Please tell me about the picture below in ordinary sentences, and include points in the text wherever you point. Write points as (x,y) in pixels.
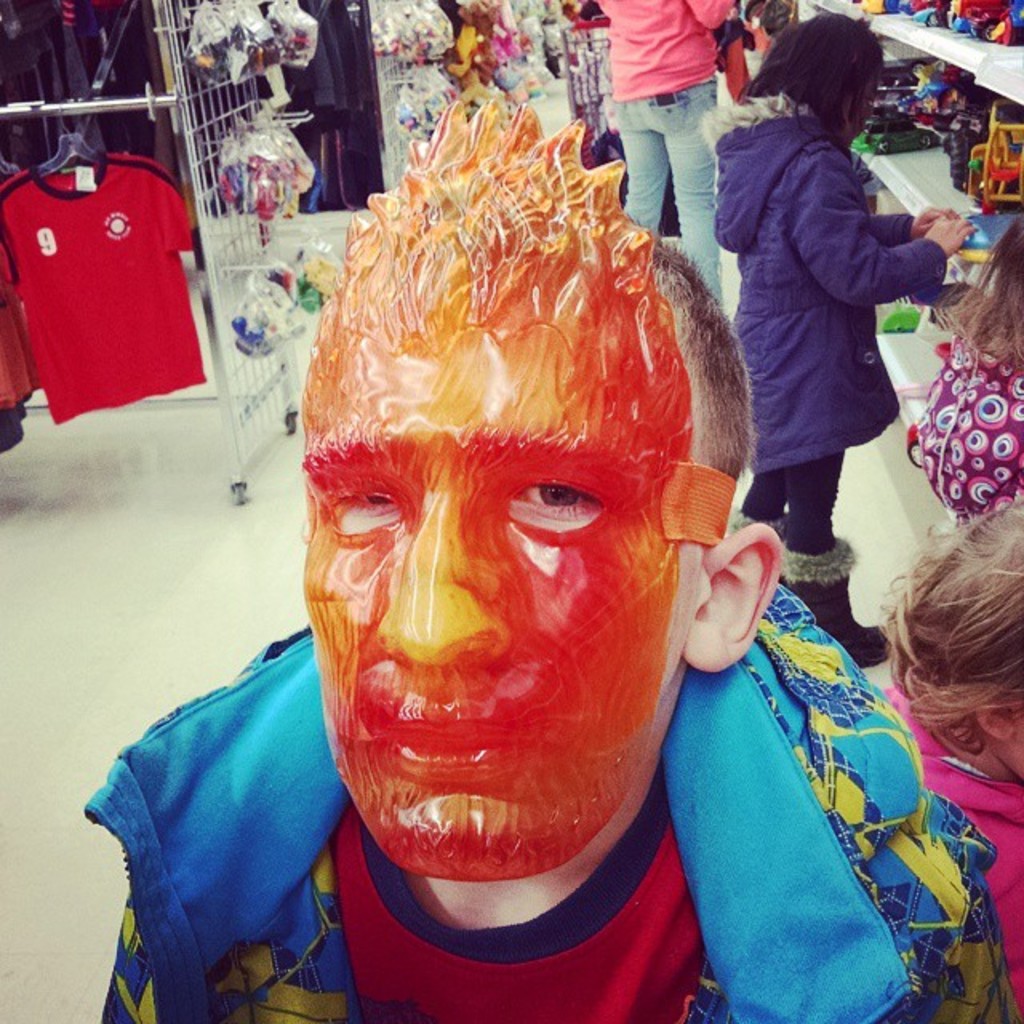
In the center of the image (508,560) there is a person (497,802) with mask (506,539) on his face (612,462). On the right side of the image (1014,155) there are persons (966,499), toys (932,117) placed in a racks (918,59). In the background (719,183) there are toys (404,58), t-shirts (117,218), persons (634,70) and floor (554,107).
